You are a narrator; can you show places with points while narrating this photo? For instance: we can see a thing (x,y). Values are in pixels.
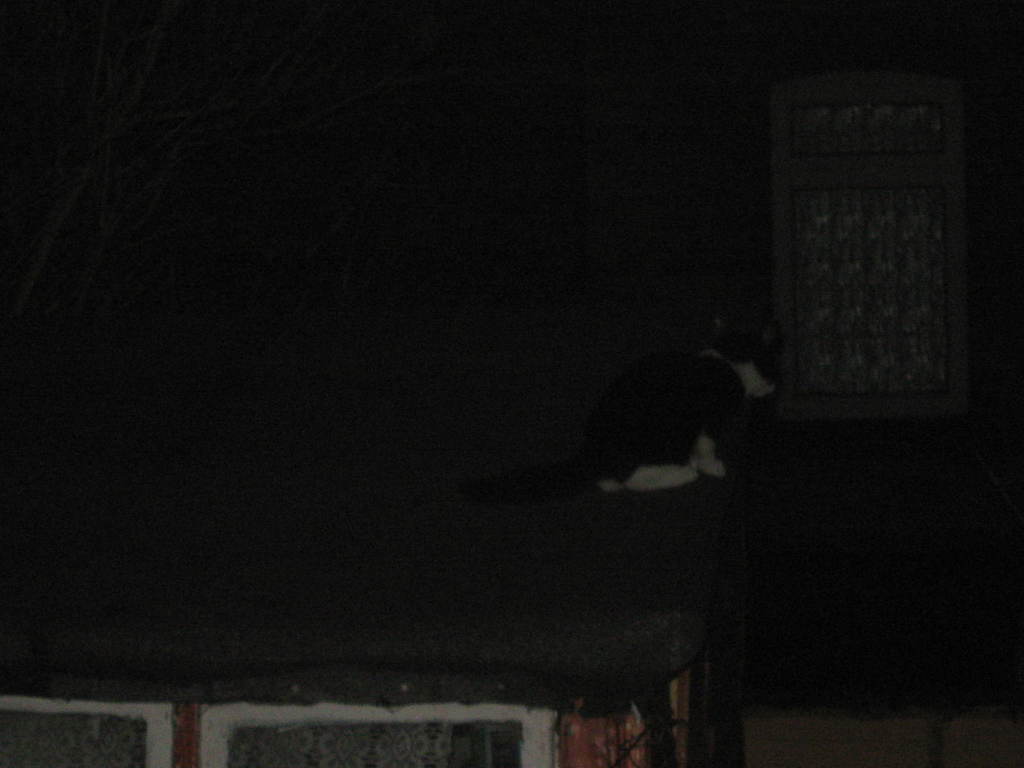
In the picture we can see a dark roof (603,541) on it, we can see a cat (546,487) which is white and black in color and in the background (940,87) we can see a window (847,253).
